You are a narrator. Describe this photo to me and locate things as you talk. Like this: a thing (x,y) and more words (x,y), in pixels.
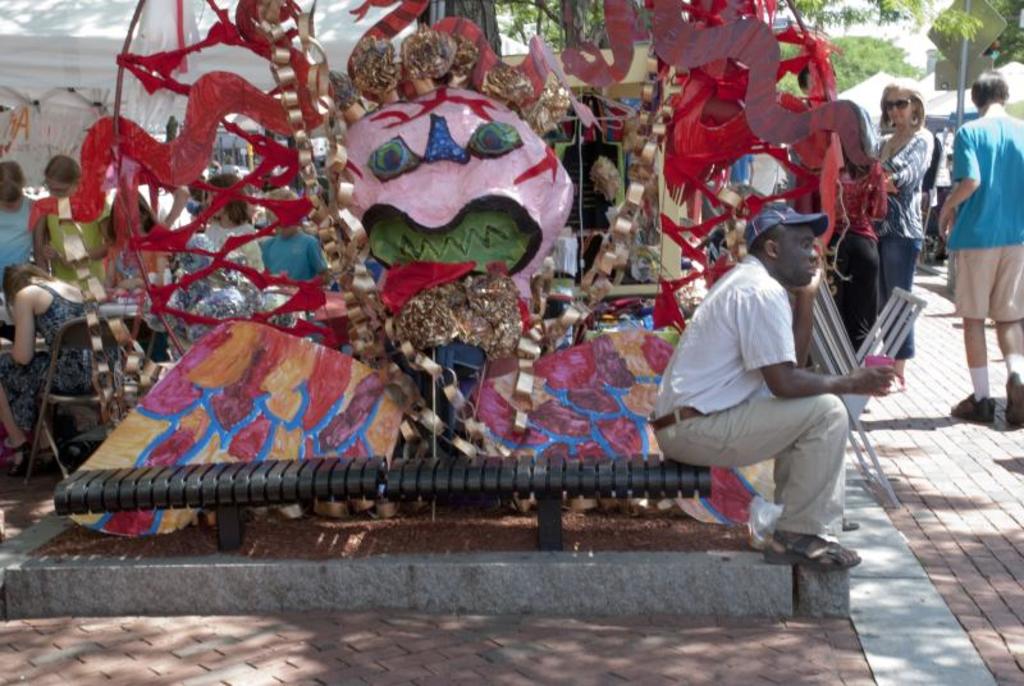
In this image there are group of persons (131,277) sitting and standing. In the center (461,265) there are objects (486,234) which are red and pink in colour and in the background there are tents (898,77) and trees (864,61) and on the right side (1001,208) there is a man (1001,208) walking.
